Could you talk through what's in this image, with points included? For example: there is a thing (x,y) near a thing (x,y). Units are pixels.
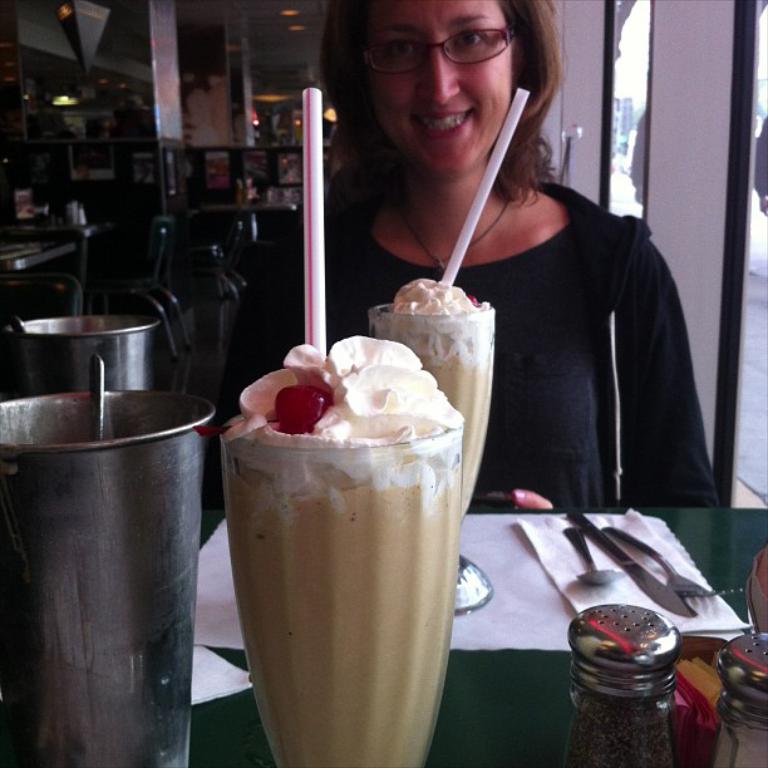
In this image we can see a woman (464,197) is sitting, and smiling, in front (481,757) here is the table (479,706), and glasses (408,767) on it, here is the cream (272,428), here is some liquid (385,507) in it, here is the straw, here are the spoons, and some objects (122,542) on it, here is the light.
